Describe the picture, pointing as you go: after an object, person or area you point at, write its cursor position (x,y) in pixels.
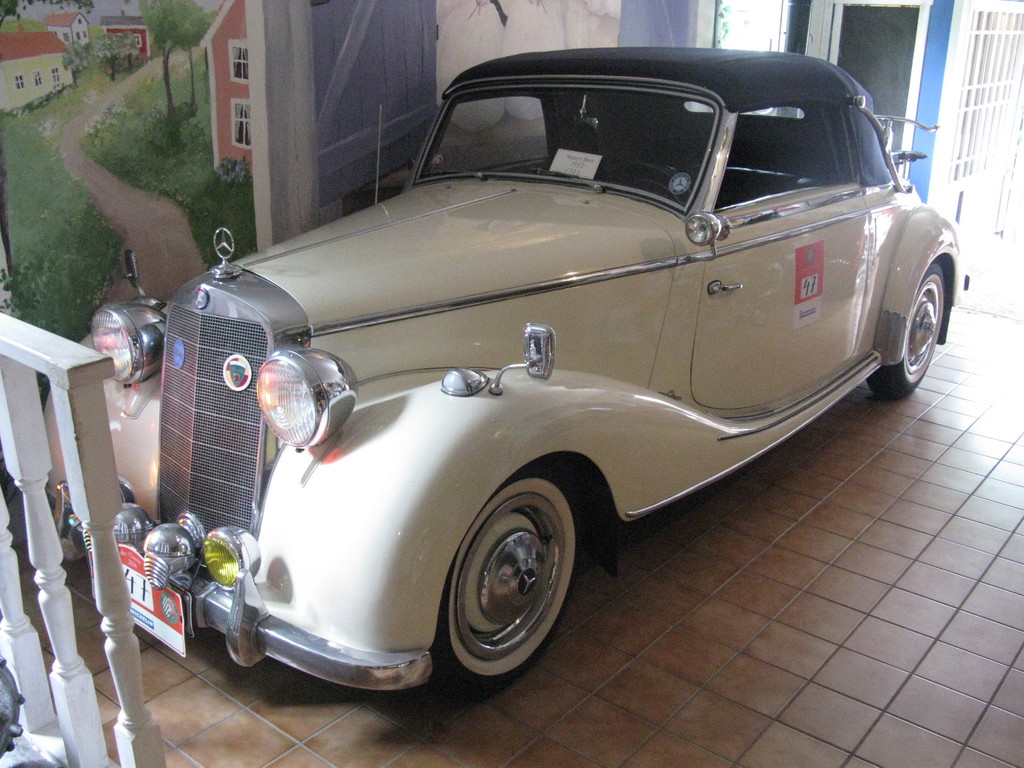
In the center of the image (597,429) there is a car (458,251). On the left (14,390) we can see a fence (119,690). In the background (169,261) there is a wall painting (239,107). At the bottom (766,645) there is a floor (720,661).
